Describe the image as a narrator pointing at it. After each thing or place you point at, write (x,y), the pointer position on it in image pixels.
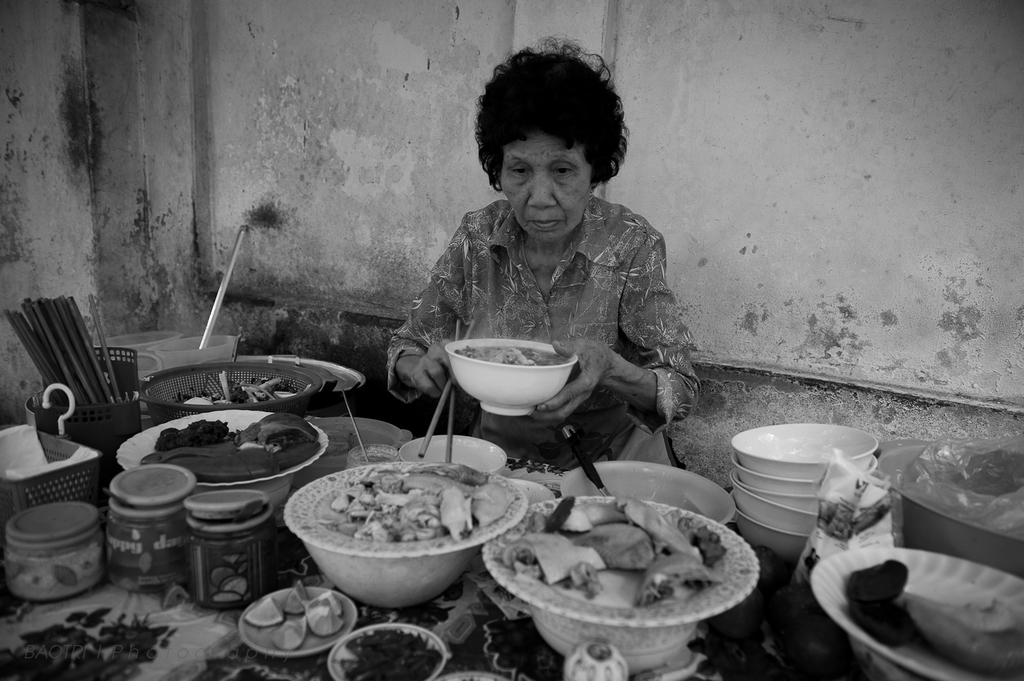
In this image there is a woman (519,274) holding the bowl (506,369). In front of her there is a table (195,661). On top of it there are food items (376,517) on a plates (323,517). There are bowls (772,532). There are chopsticks (48,306). There are slices of lemon (290,624) on a plate (289,623) and a few other objects (26,546). In the background of the image (217,121) there is a wall (160,140).
